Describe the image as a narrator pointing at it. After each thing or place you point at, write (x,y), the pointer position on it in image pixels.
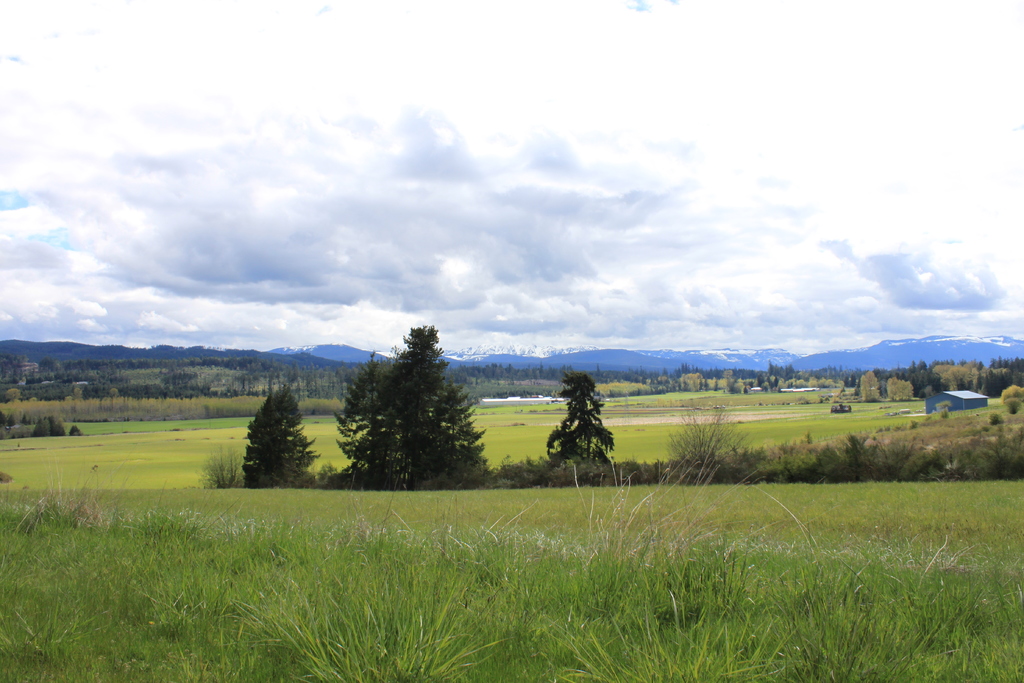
In this picture we can see some grass (331,564) on the ground (312,502) visible from left to right. There are a few trees (425,396). We can see a house (933,402), bushes (945,408), trees (459,373) and mountains (657,354) covered with snow (725,354) in the background (655,365). Sky (525,239) is cloudy.
